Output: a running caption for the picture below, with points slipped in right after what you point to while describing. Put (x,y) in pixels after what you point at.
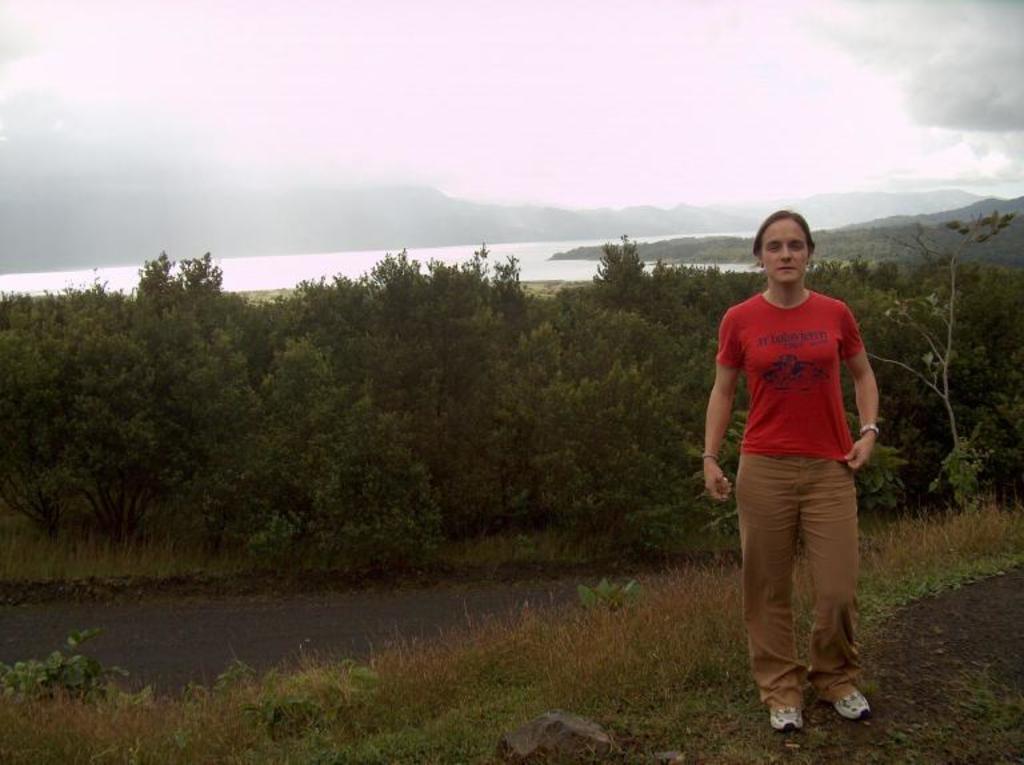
In this picture we can see women (784,449) wore red color T-Shirt (826,421), shoes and a nice watch (871,428) standing on a path (898,697) in background (658,380) we can see trees (391,438) and also a road (278,660) and above this trees (187,320) we have a sky (679,110) so cloudy and i think this is a water (299,268).
